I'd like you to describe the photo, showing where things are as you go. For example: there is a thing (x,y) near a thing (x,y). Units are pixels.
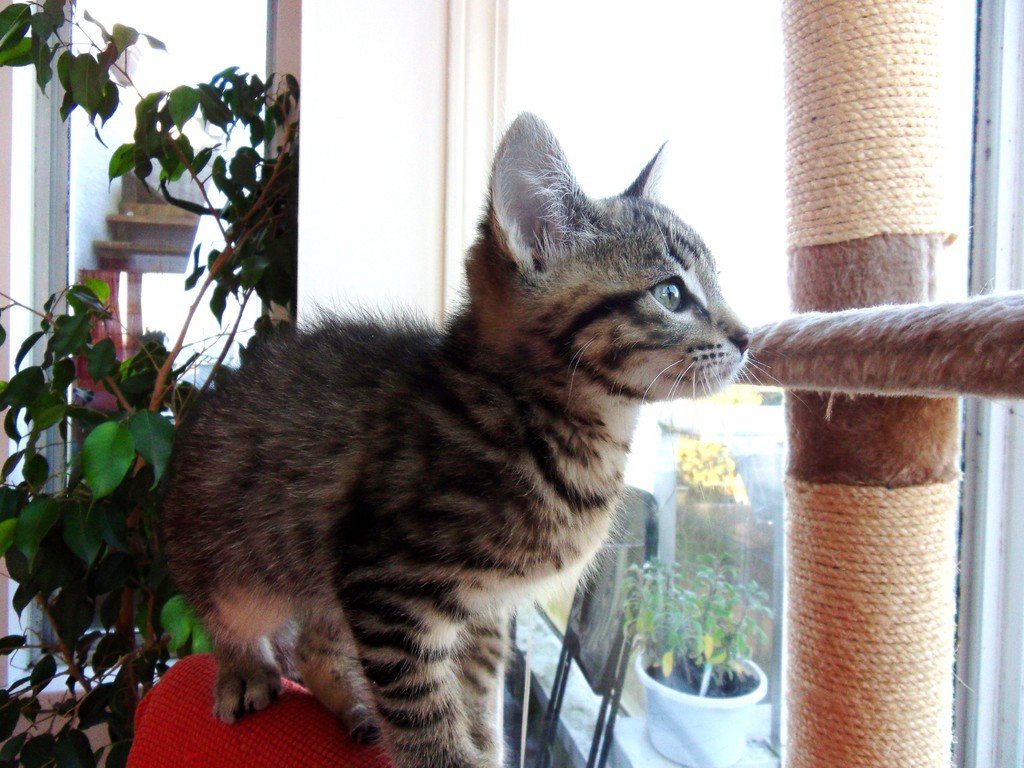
In front of the image there is a cat (425,494) standing on the chair (134,748). Behind the cat (275,380) there is a plant (58,318) and a few other objects (112,257). In front of the cat (463,751) there are wooden poles (819,345) with rope (914,624). There is a glass window (778,534) through which we can see a flower pot (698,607) and a chair (599,735).
